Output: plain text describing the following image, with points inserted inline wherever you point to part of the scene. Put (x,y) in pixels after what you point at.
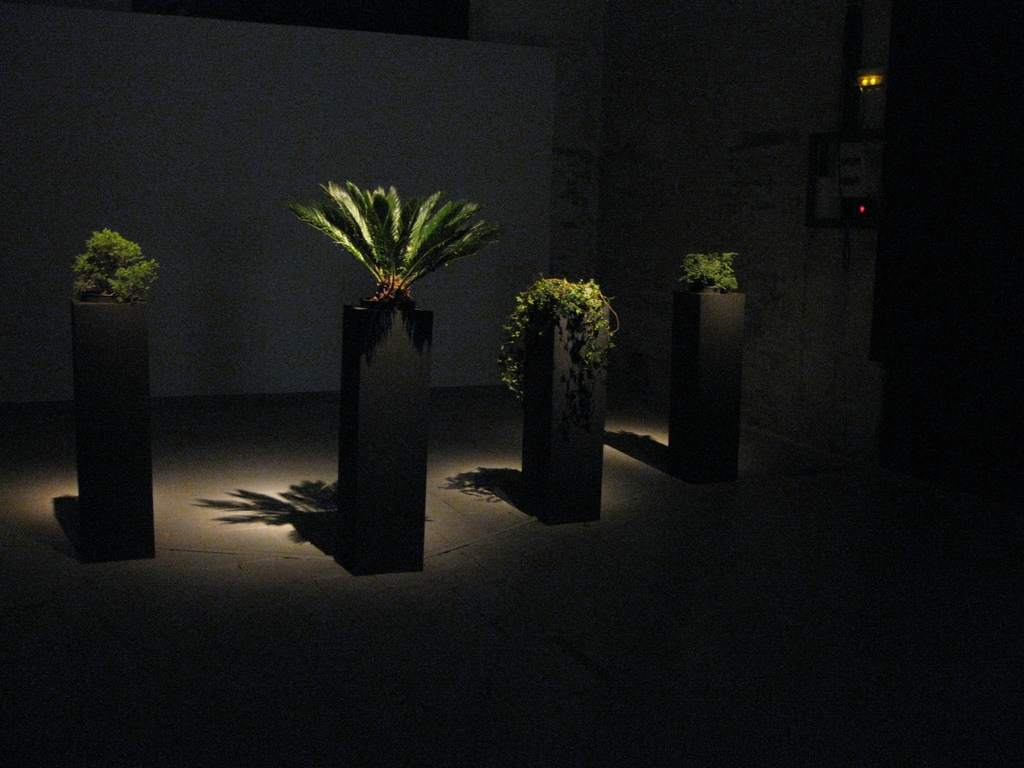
In this image, we can see house plants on the pillars (536,384). At the bottom of the image (514,617), there is a floor (316,644). In the background (462,304), there is a wall (635,220). On the right side of the image (821,199), we can see the lights (872,82) and dark view (950,305).
